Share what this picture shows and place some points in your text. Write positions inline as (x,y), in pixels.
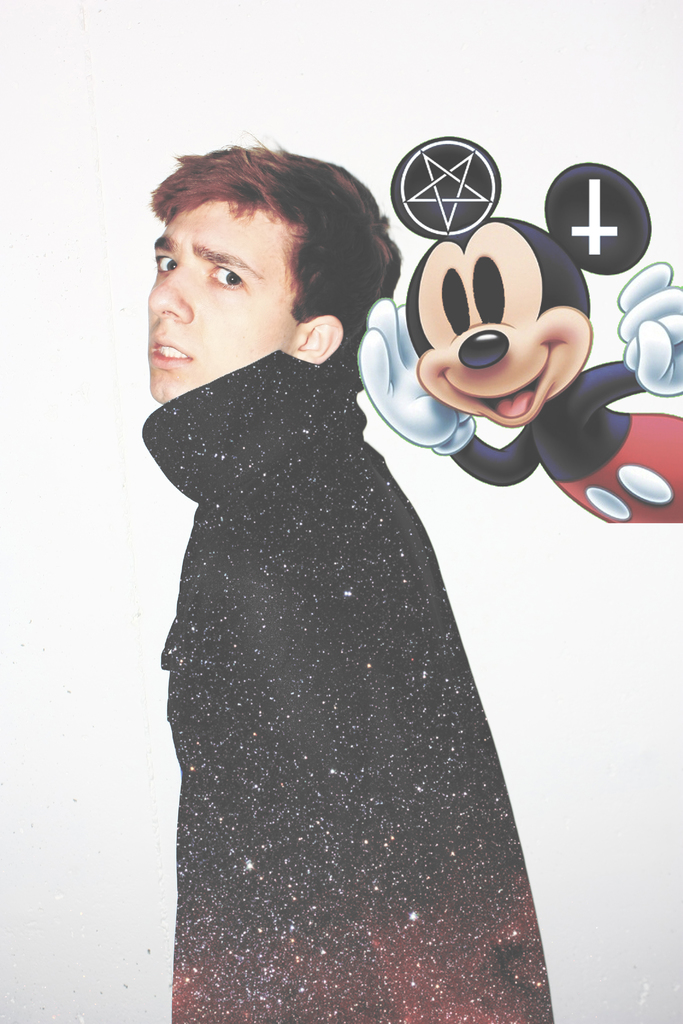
In this picture there is a person (287,615) wearing black jacket (283,643) is standing and there is a mickey mouse image (527,369) behind him.
